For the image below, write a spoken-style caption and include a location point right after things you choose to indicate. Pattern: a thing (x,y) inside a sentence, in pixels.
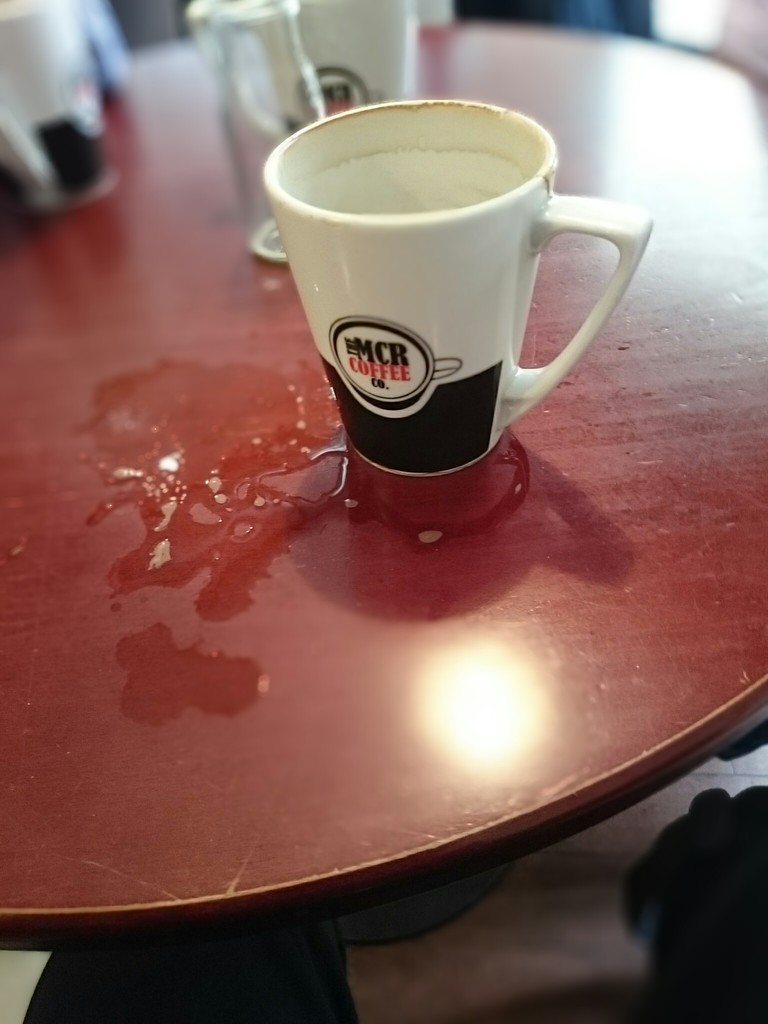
In this image I can see cup (444,285) on the table (436,582).
